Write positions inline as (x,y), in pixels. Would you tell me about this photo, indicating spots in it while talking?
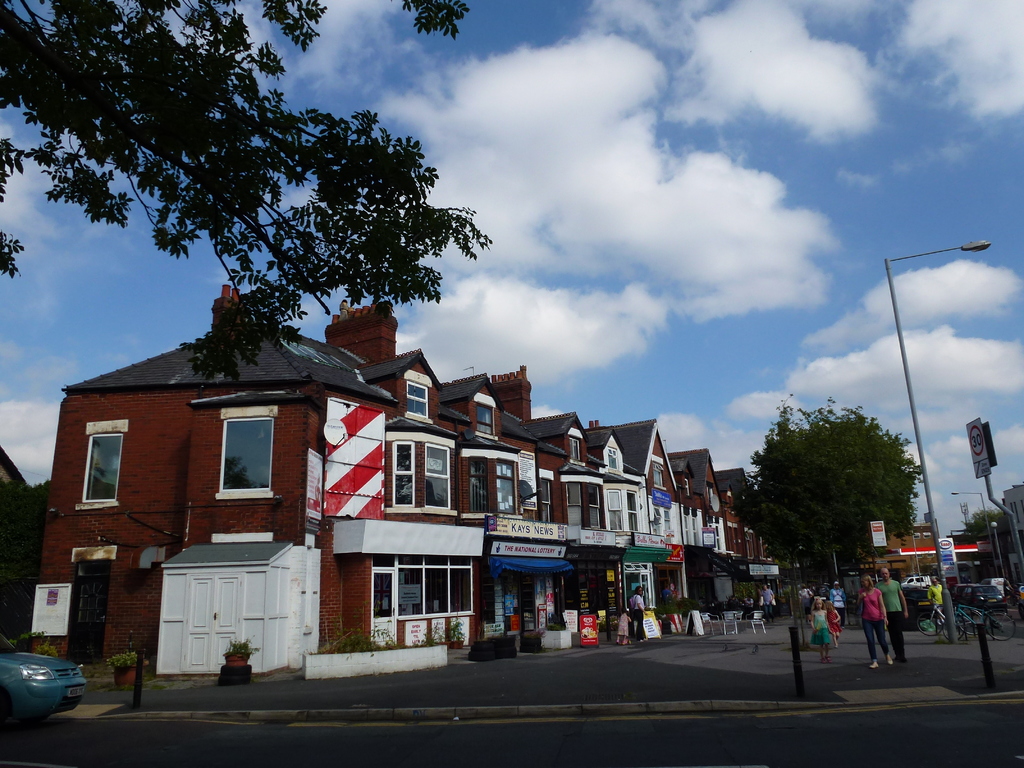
In this picture I can see buildings (564,502) trees (783,523) and sign boards (981,465) to the poles (938,541) and I can see pole light (895,291) and few people (893,629) walking and I can see few advertisement boards (597,641) with some text (584,631) and I can see chairs (726,616) and few plants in the pots (409,645) and couple of cars (909,591) and a blue cloudy sky (665,191).
